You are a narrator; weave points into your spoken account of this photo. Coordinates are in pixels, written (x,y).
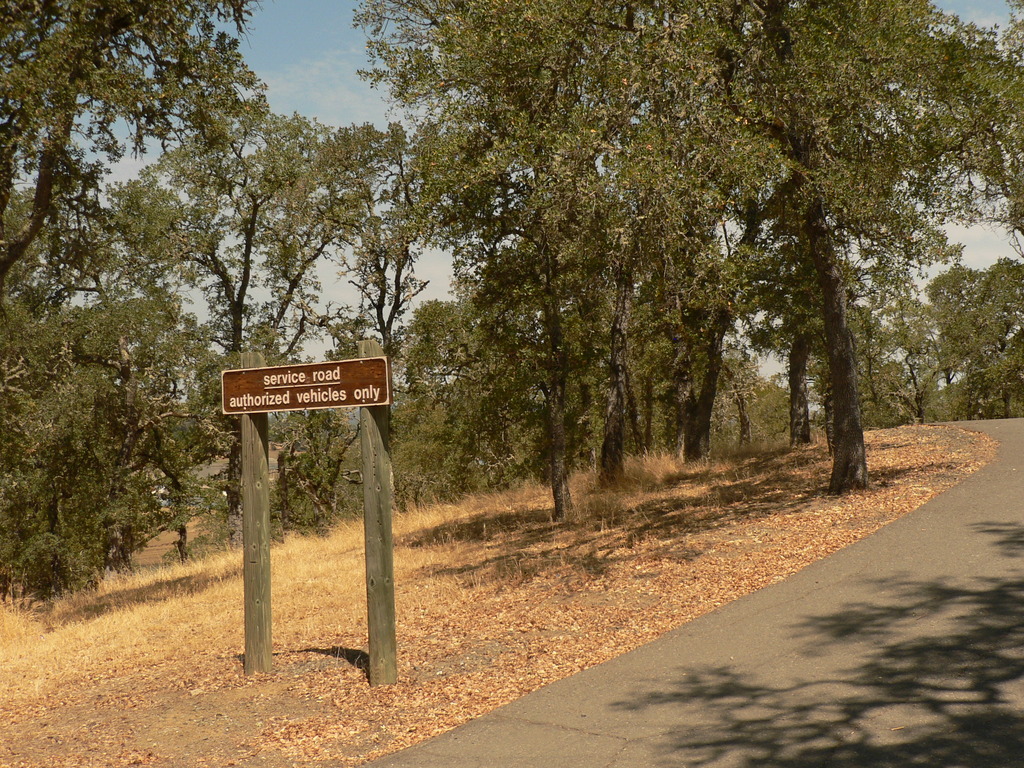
At the bottom of the picture (657,641), we see the road (771,650). Beside that, we see dried leaves (575,606), twigs (542,579) and dry grass (174,596). In the middle of the picture (381,399), we see a brown board (261,397) with some text (329,375) written on it. There are many trees (572,314) in the background (141,263). At the top of the picture (279,100), we see the sky (340,88).
